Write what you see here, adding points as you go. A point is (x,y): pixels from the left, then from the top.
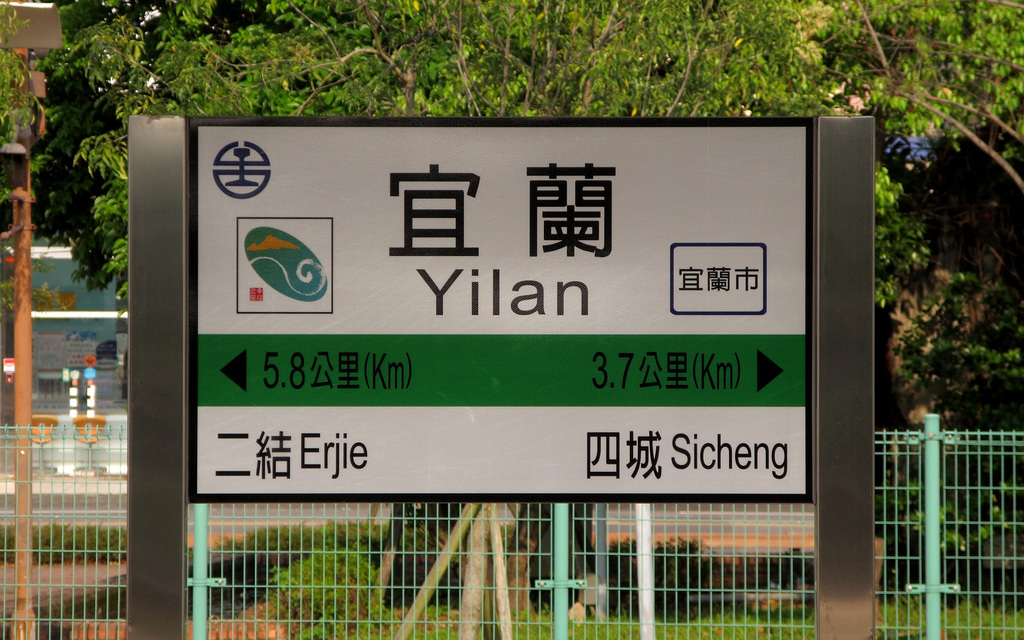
In this image there is a board (329,290) with some directions (352,356) on it. There is a fence (688,548) behind it. There are few trees (301,45) in the background (744,27).
